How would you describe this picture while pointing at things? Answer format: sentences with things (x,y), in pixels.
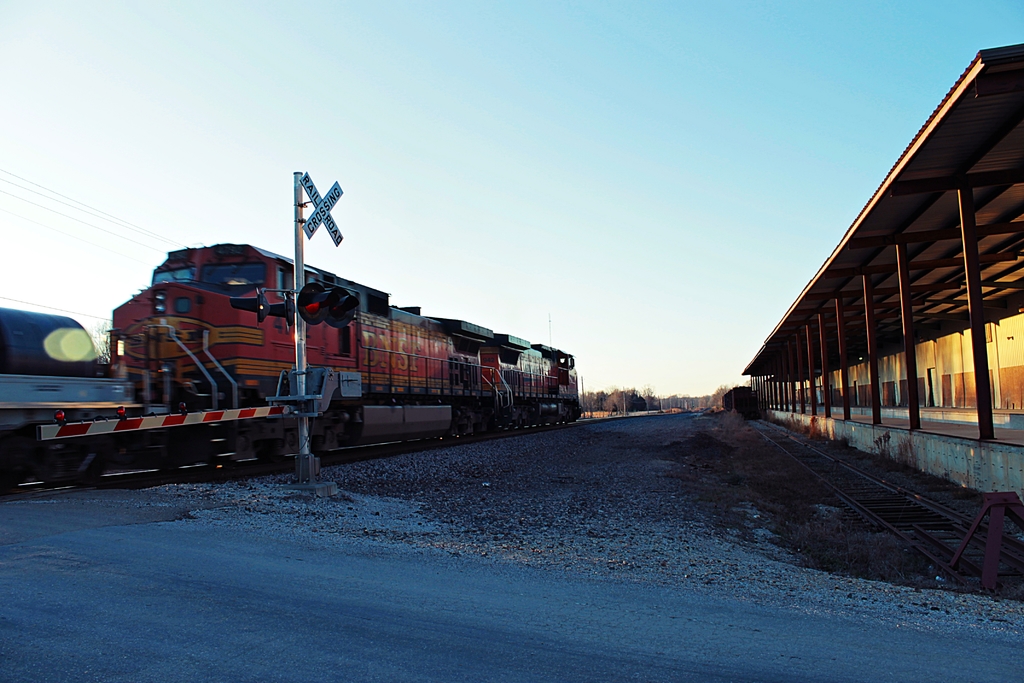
In the picture I can see trains (372,362) on railway tracks (472,439). I can also see poles (824,357), roofs (894,266), wires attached to poles (301,281) and some other objects (281,414) on the ground (680,465). In the background (611,398) I can see trees (639,401) and the sky (533,236).
